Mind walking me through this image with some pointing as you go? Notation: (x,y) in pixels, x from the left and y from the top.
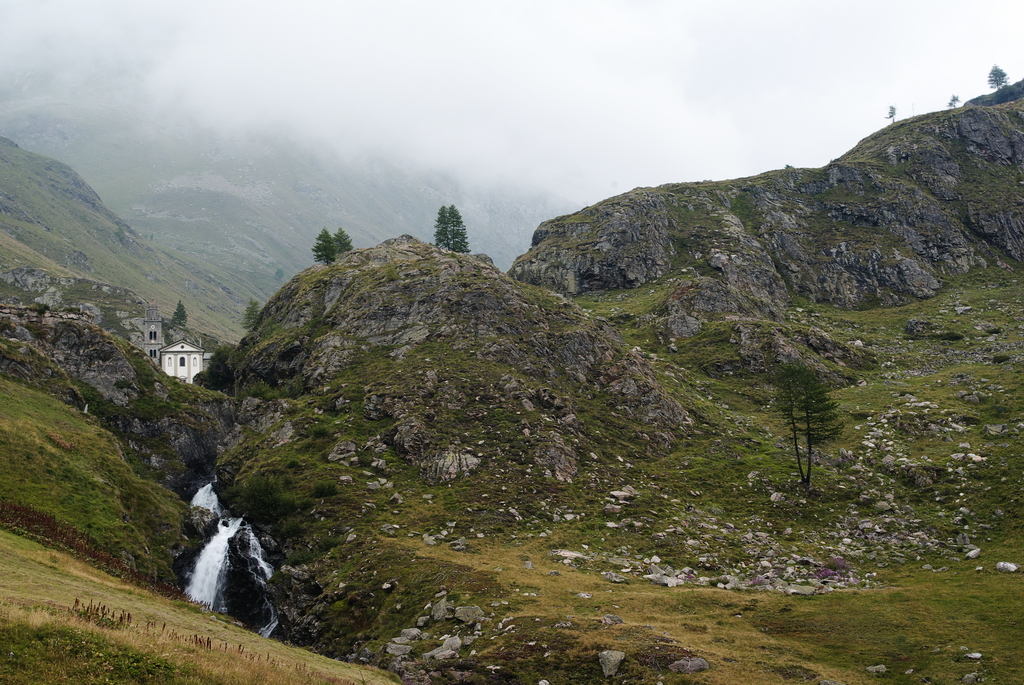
In this picture we can see grass (649,299), houses (187,348), trees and rocks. In the background of the image (694,175) we can see fog (666,156) and sky (229,3).
